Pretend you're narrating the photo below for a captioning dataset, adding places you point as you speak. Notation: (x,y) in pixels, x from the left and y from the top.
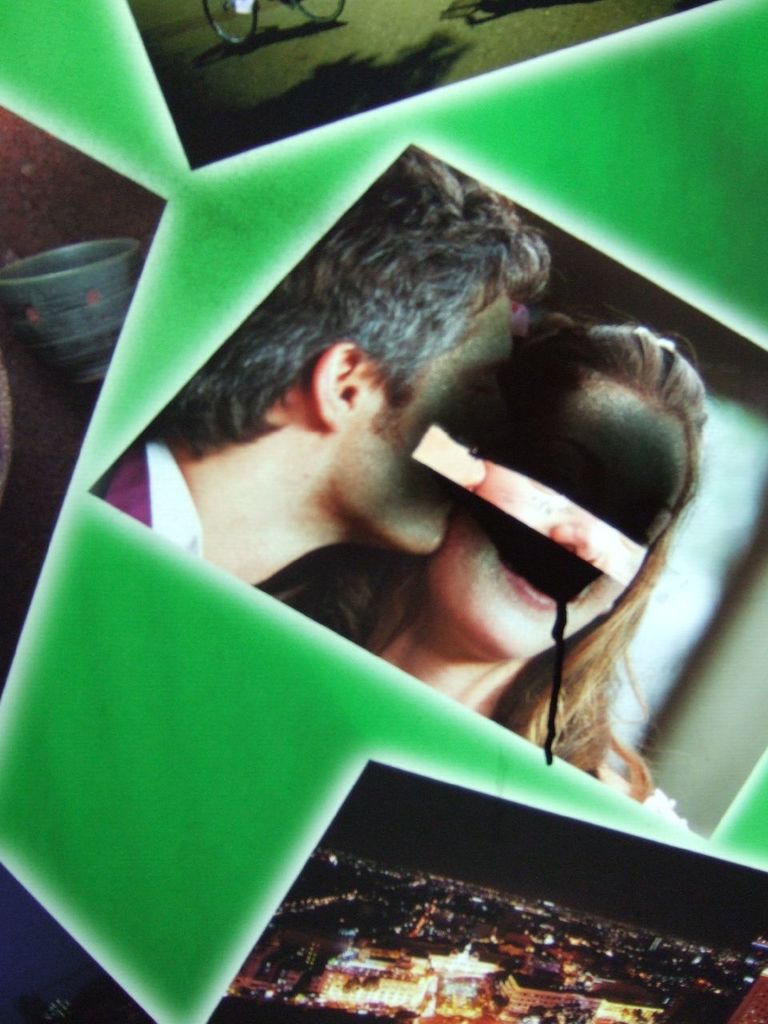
This is an edited image. In the center of the image (371,452) there are two people (439,556). At the bottom of the image (527,902) there are buildings (423,986).
